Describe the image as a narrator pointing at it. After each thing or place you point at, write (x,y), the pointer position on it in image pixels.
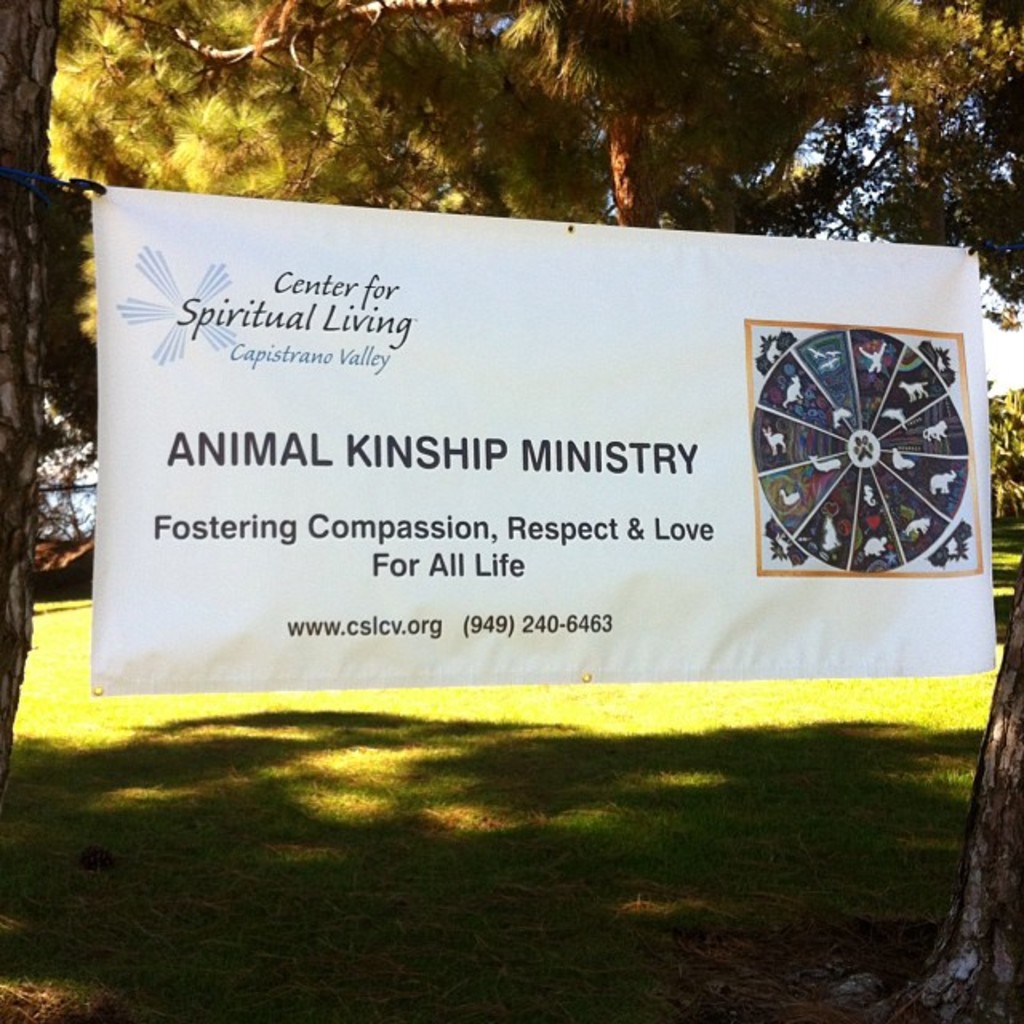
In this image we can see a banner (461,576) with some text (379,560) and image (874,462), there are some trees (294,95) and grass (74,619), also we can see the sky (999,360).
